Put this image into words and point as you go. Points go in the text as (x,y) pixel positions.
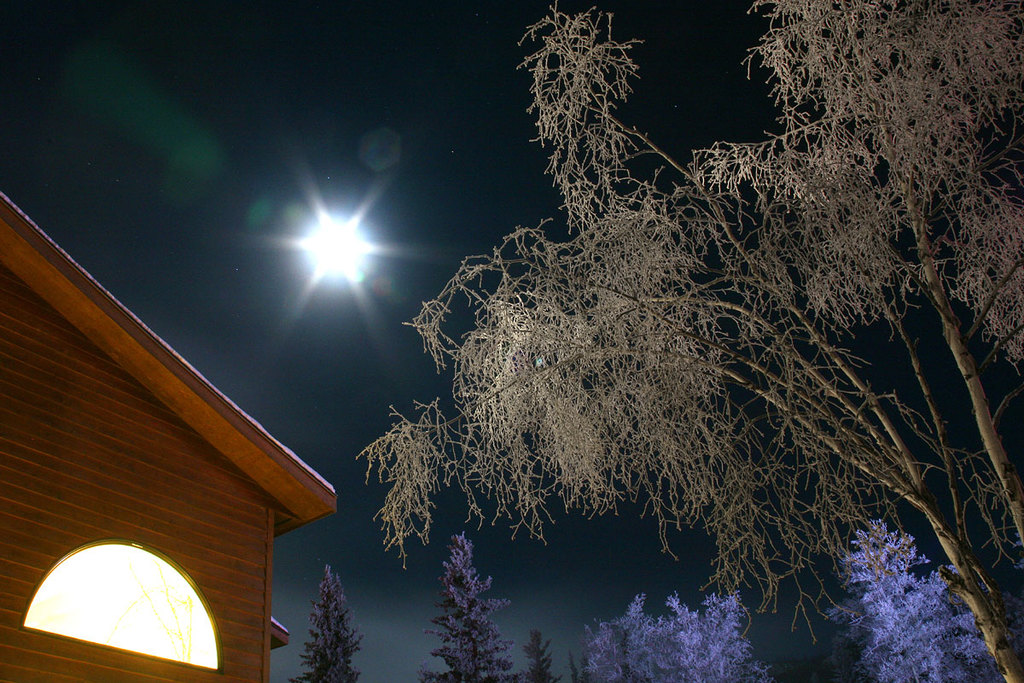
In this image we can see a group of trees (404,479). On the left side (69,518), we can see a house (107,409). At the top (354,224) we can see a light (335,250) in the sky (402,299).
